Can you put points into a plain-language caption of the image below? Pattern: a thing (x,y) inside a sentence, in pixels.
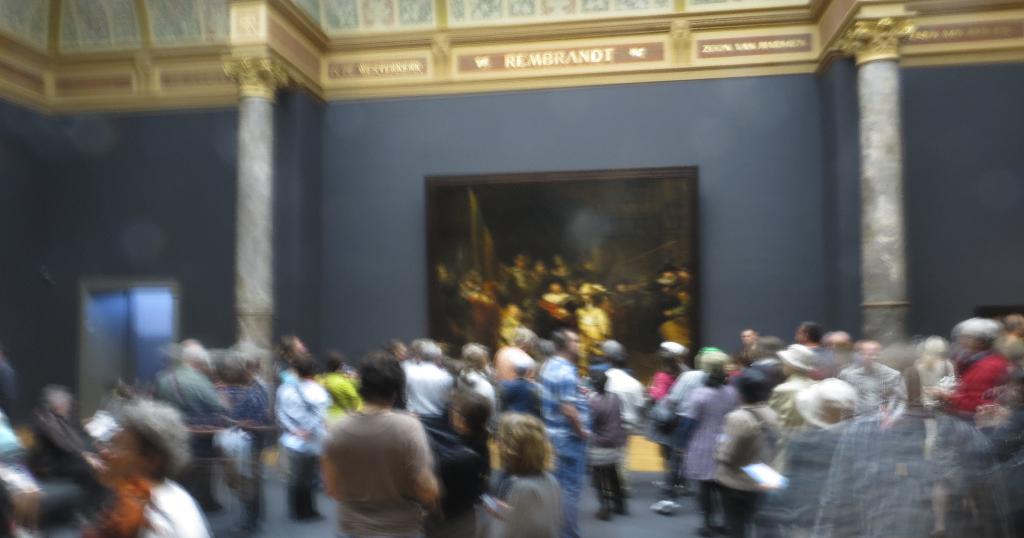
In the picture I can see many persons (459,386) standing and there is a photo frame (496,278) attached to the wall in the background (542,178).
